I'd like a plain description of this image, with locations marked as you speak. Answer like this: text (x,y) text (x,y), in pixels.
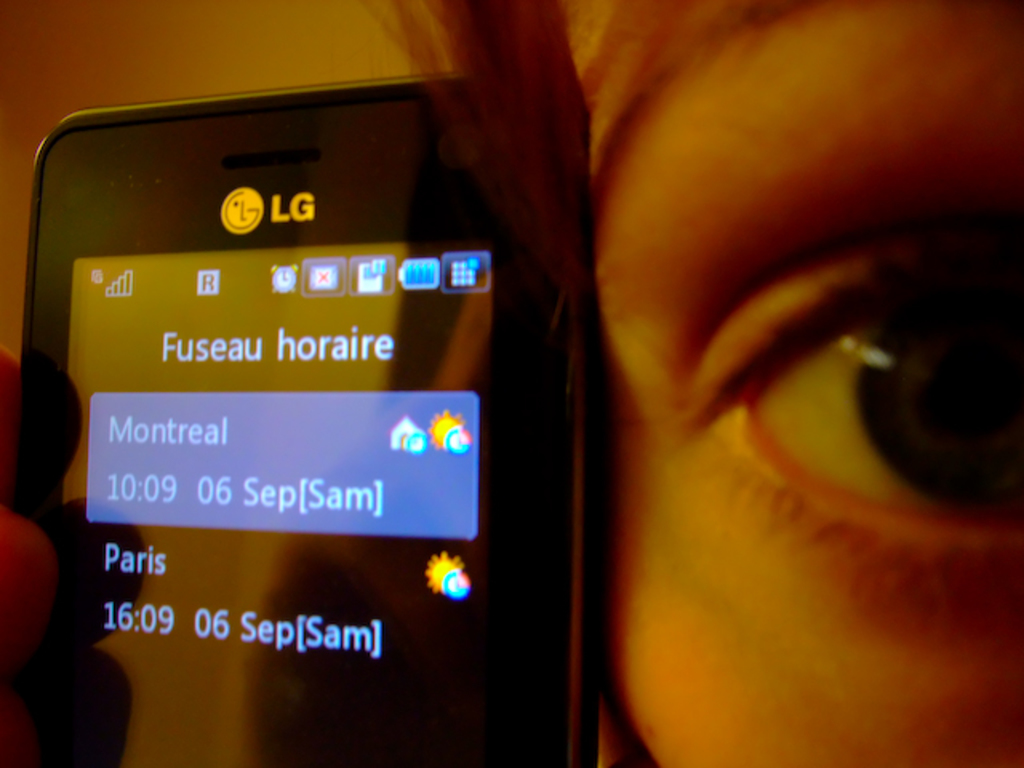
In the picture there is a mobile phone (495,405) present near the face (865,452) of a person (674,757), on the screen (321,524) of a mobile phone (285,581) there is some text (190,434) present.
